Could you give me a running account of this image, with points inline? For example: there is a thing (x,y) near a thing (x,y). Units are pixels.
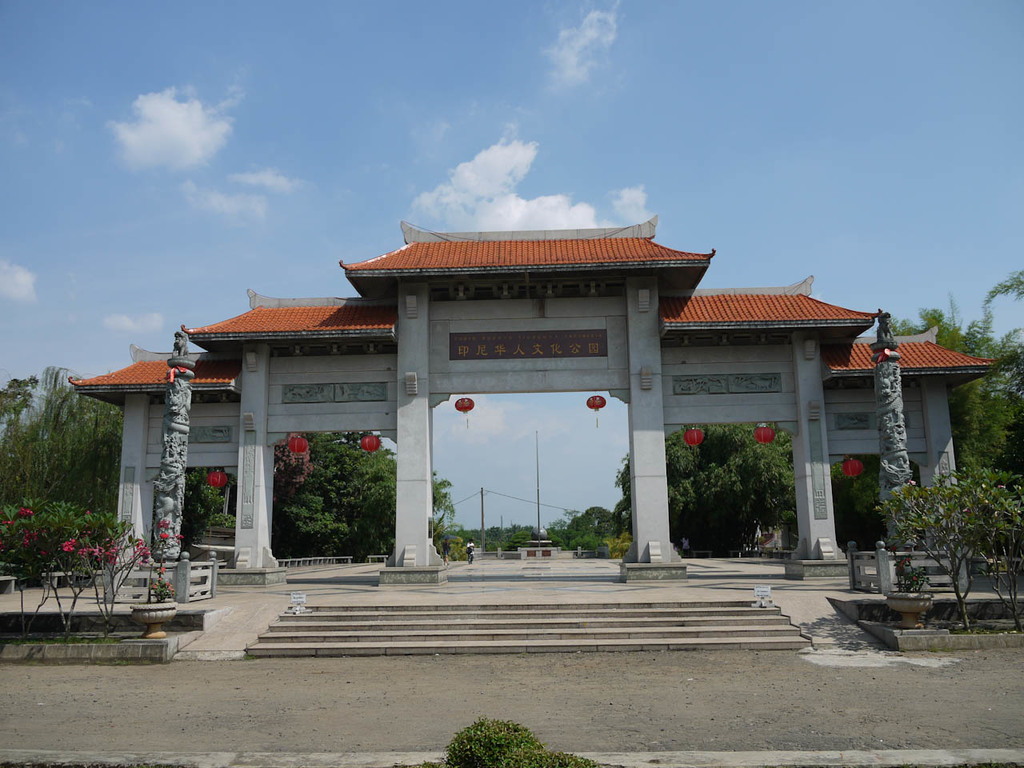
In this picture we can see the road (435,715), steps (524,647), pillars (178,483), lanterns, trees (391,489), poles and in the background (395,136) we can see the sky (407,151) with clouds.
